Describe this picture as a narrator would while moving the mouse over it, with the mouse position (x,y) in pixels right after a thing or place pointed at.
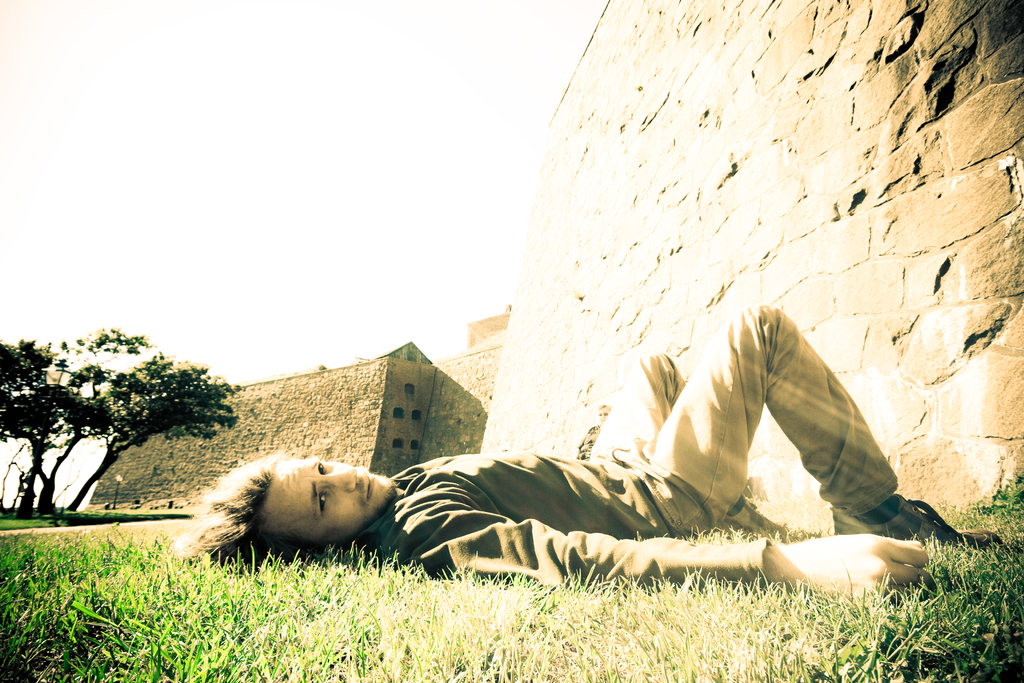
In this image in the front (440,594) there is grass (496,603) on the ground (547,603) and there is a man (500,491) laying on the ground (291,575). In the background (629,361) there are walls (579,362) and there are trees (122,439).
